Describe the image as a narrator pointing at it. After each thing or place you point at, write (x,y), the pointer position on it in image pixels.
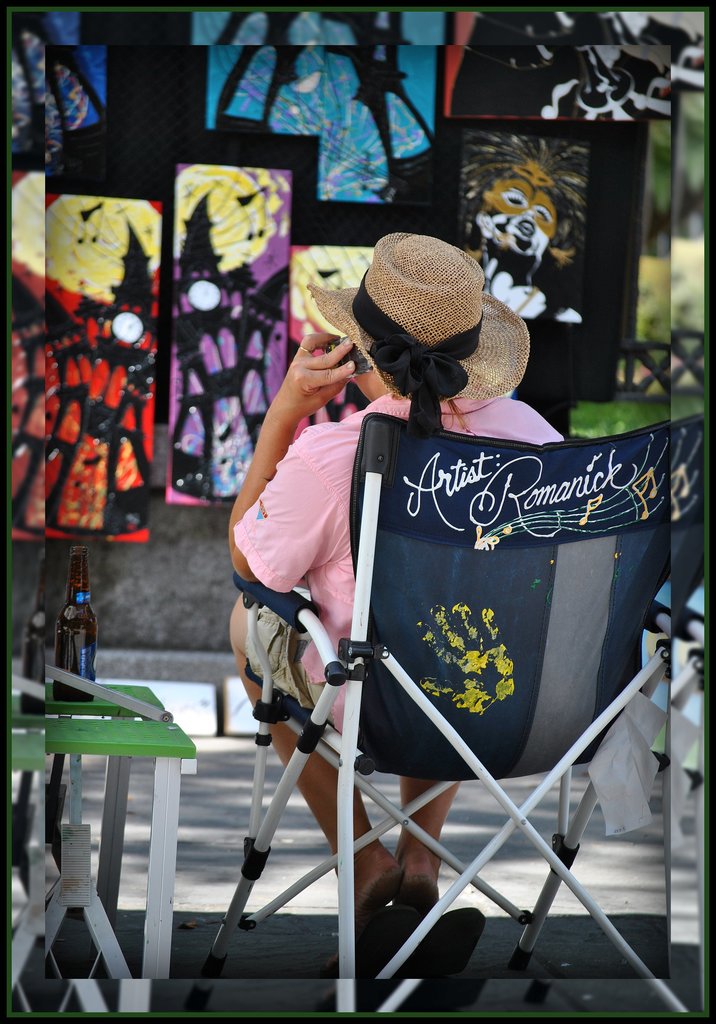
In this picture I can see a human (302,458) is sitting on the chair (640,961) and I can see text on the chair (505,451) and I can see few frames (342,159) on the wall (321,212) and I can see a bottle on the table (107,773) and I can see human (309,435) is wearing a cap (459,341) on the head (439,331) and holding a mobile phone (343,359) in the hand (343,378).
